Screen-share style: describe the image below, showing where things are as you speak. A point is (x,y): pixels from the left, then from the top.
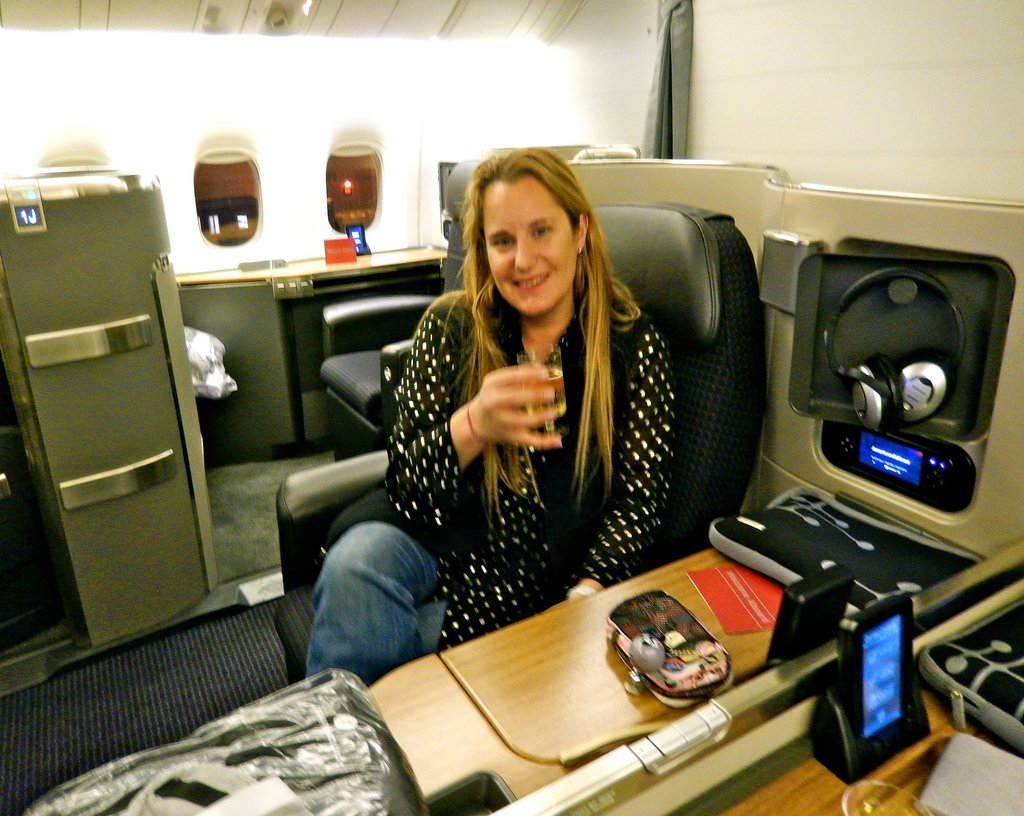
This is an inside view. In the middle of the image (548,387) there is a woman (433,519) sitting on a chair (685,418), holding a glass (554,390) in the hand (539,364), smiling and giving pose for the picture. In front of her there is a table (525,728). On the table (729,648), I can see a wallet (707,636), paper (737,599), mobile (861,695) and some other objects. In the background (400,330) there is a chair (372,373) and table (334,279). On the right side (968,108), I can see the wall (898,129).
